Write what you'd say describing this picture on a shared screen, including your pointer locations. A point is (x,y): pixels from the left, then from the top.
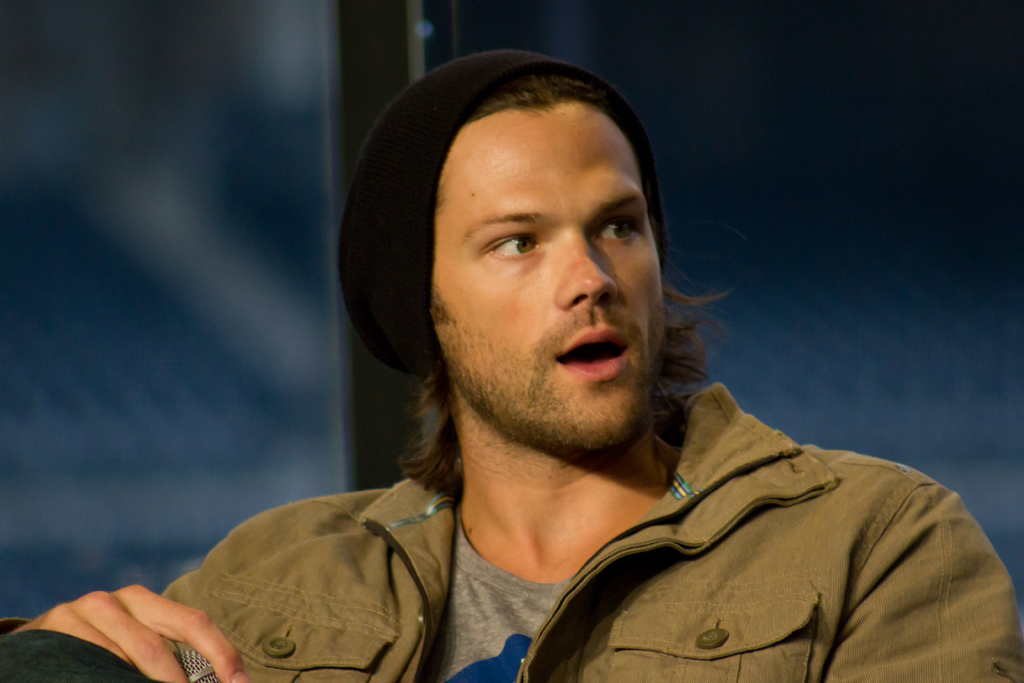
In this image we can see a man (651,589) wearing a cap (349,196). He is holding a mic (205,667). In the back (109,287) there is a wall (775,255).
